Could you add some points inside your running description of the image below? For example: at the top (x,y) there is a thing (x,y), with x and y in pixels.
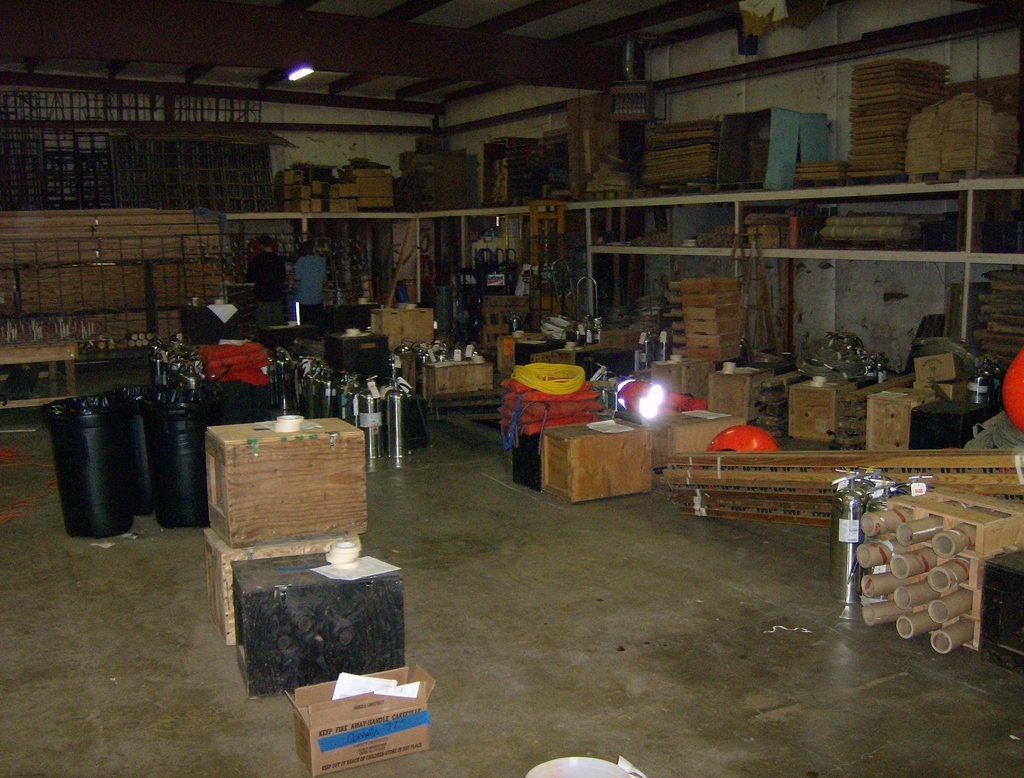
In this image we can see so many different objects (833,345) are arranged on racks (708,242) and on the floor (55,638). In the background (270,285), we can see two people (281,289) are standing. At the top of the image (321,26), there is the roof (307,45) with light (292,78). There is a grille (123,154) in the left top of the image (72,165).
